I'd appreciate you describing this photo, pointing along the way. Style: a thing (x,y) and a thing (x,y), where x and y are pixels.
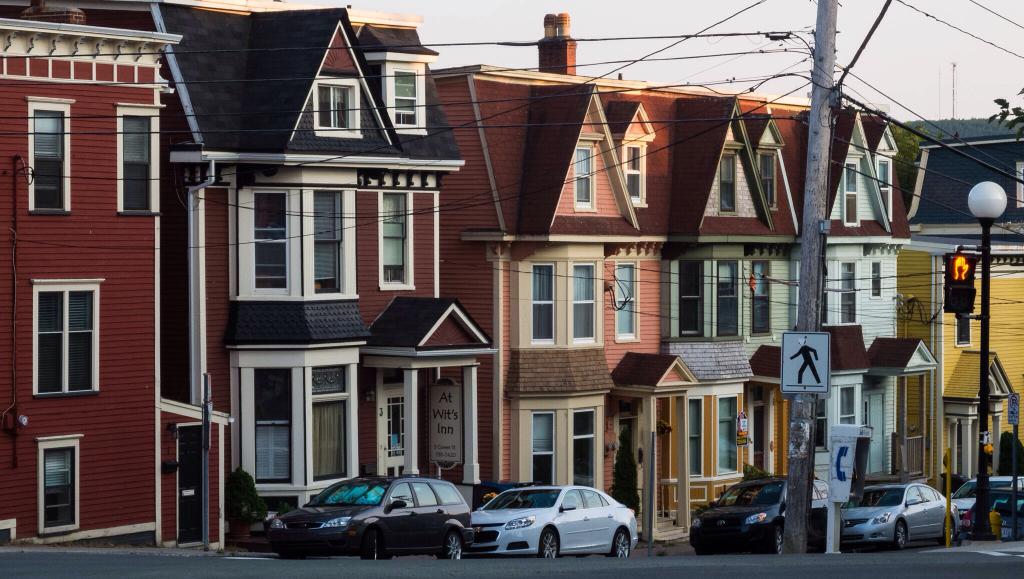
In this picture I can see houses (611,251) with windows (343,403), there are vehicles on the road (558,567), there are poles (816,136), boards (1012,417), cables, there are trees (997,130), and in the background (915,50) there is sky (846,53).
